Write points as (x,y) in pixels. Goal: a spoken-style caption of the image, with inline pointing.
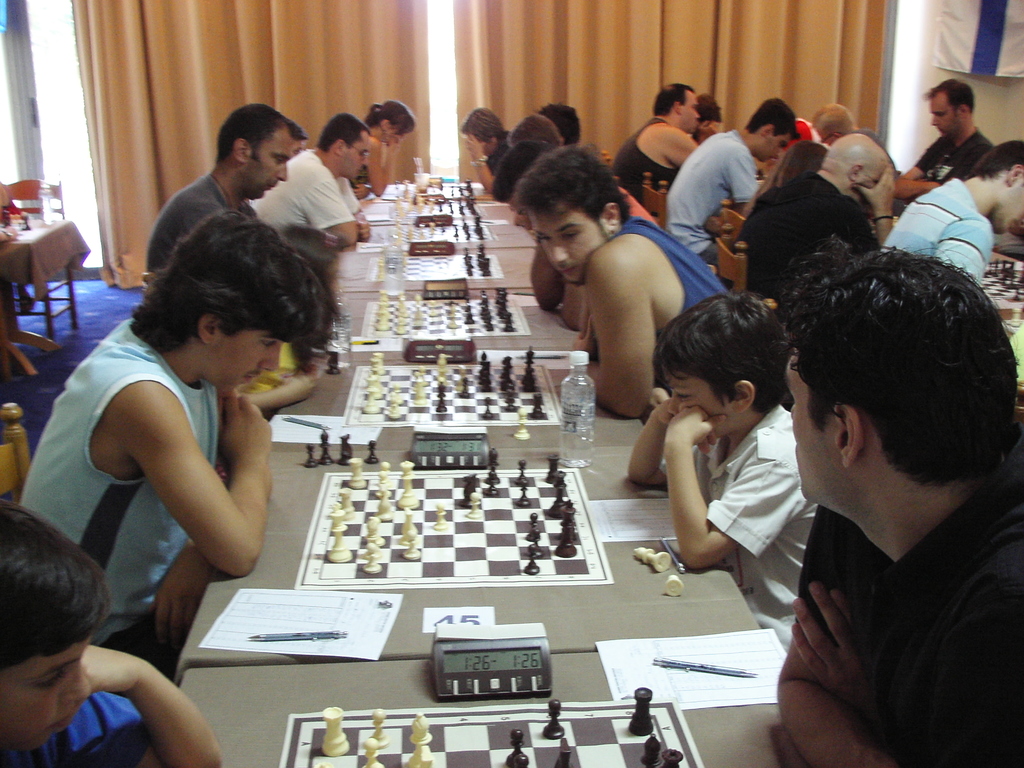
In this picture we can see some persons (847,456) sitting on the chairs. This is table (301,704). On the table (347,407) there are chess boards (461,761), paper (342,623), pen (274,635), and a bottle (583,364). On the background (457,30) there is a curtain (477,47). This is the floor (115,305).
